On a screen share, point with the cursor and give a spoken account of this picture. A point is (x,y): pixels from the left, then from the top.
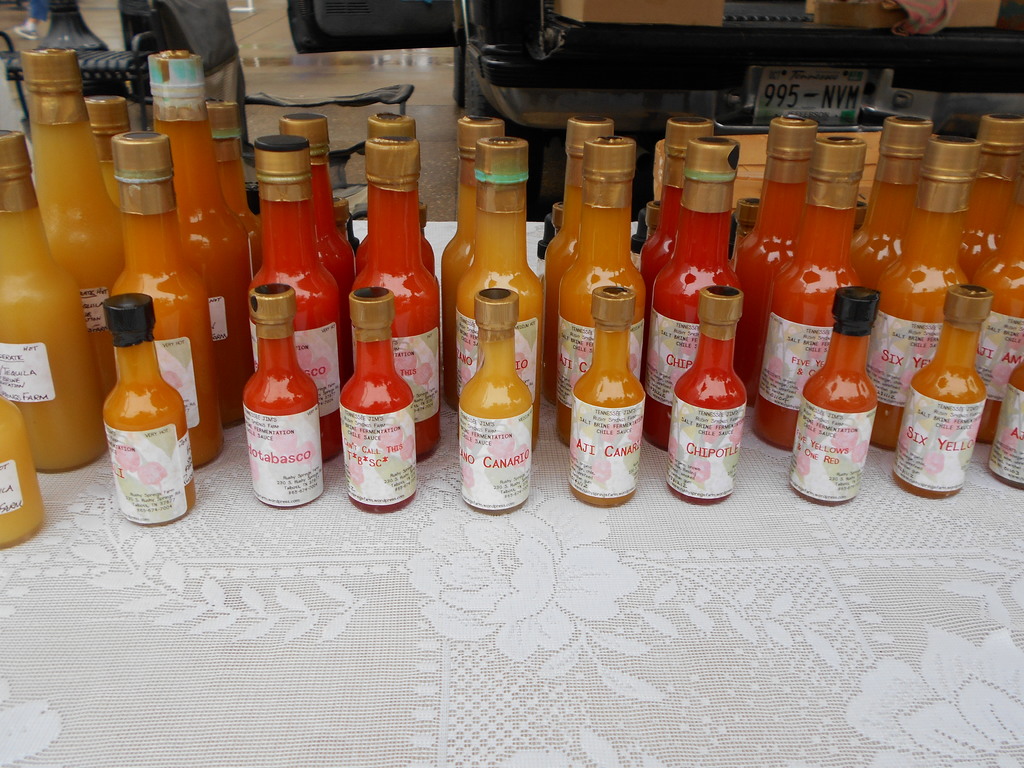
In this image there are bottles (701,468) in the table (823,722) and in background (18,60) there is a chair (313,105).
